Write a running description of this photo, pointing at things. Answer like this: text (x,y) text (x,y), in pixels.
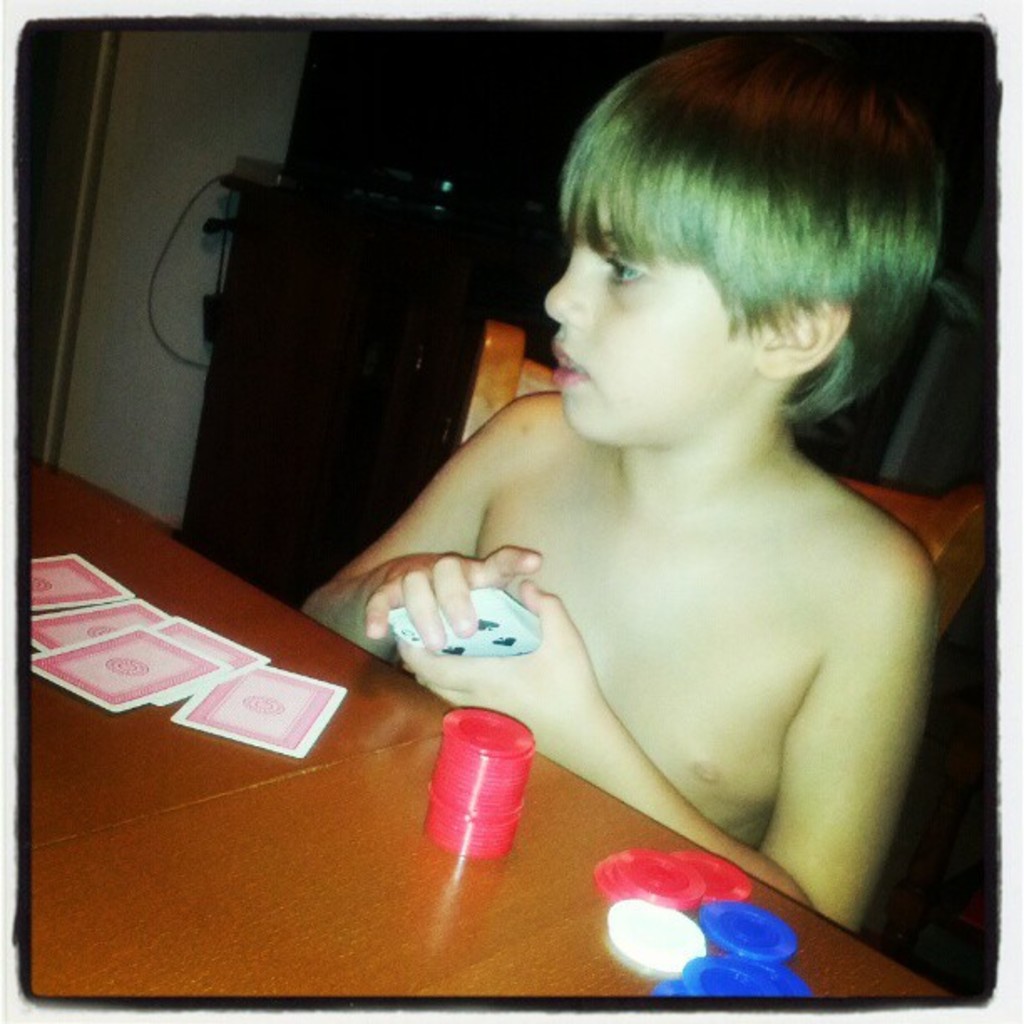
In this image I can see a child (726,532) is sitting on a chair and holding cards (530,636) in his hands (454,604). I can see a brown colored table (308,840) in front of him and on the table (327,839) I can see few blue and white colored coins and few cards (200,687). I can see the white and black colored background (395,170).
